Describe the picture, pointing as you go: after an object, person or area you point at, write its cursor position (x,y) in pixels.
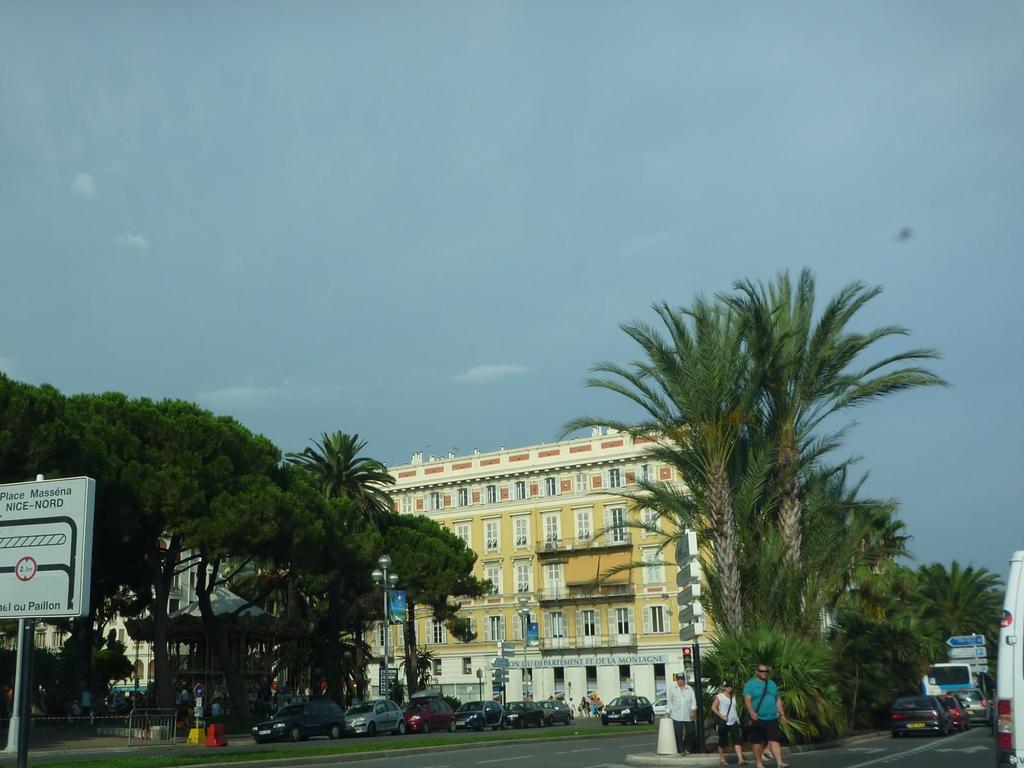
In the center of the image (518,500) there is a building (559,616). On the right side of the image (955,687) we can see trees (781,649), persons (763,705) and vehicles (927,690). On the left side of the image (159,485) we can see trees (143,496), sign boards (29,510), light pole (383,618), vehicles (359,712) and road (529,759). In the background (630,233) there is a sky (318,282) and clouds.
